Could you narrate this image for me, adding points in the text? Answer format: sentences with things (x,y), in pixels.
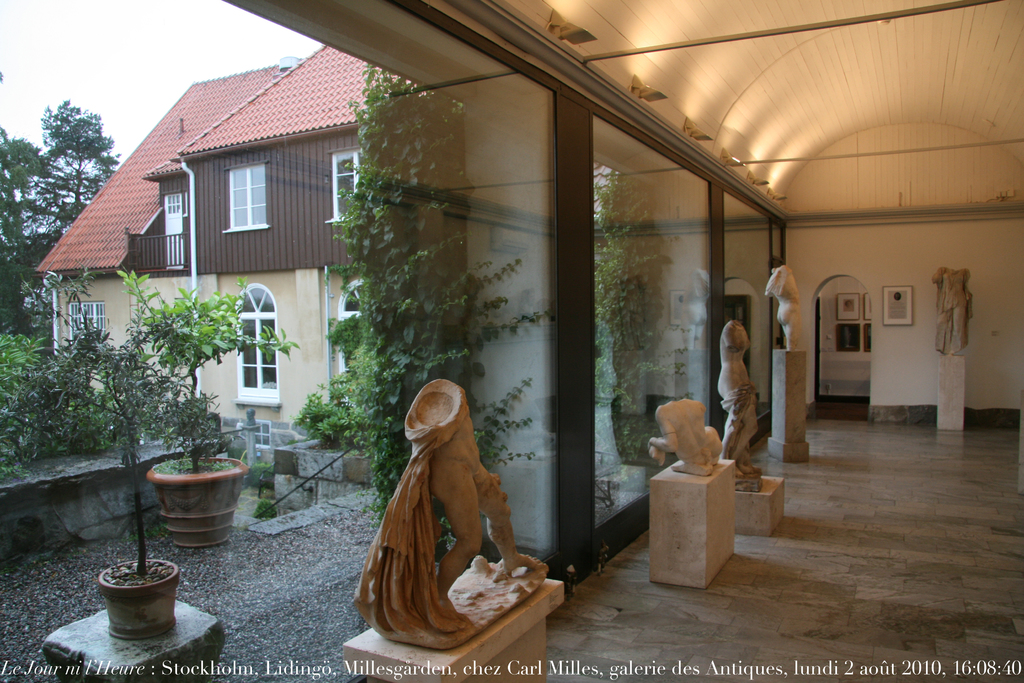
In this image I can see there are statues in the middle (419,445), at the top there are lights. On the left side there are glass walls (443,287), outside this there are trees (199,351). At the top (149,50) it is the sky (187,58).
